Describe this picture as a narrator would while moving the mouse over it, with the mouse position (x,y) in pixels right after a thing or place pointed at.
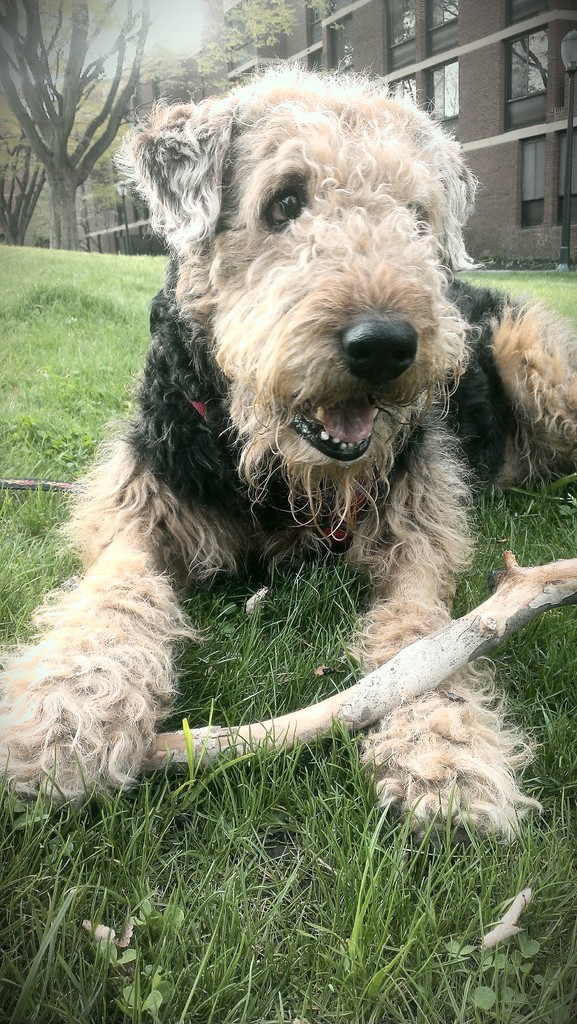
In the image I can see a dog (343,516) is sitting on the ground (335,730). In the background (66,345) I can see the grass (74,290), trees (96,162), buildings (399,85) and some other objects (358,706).
